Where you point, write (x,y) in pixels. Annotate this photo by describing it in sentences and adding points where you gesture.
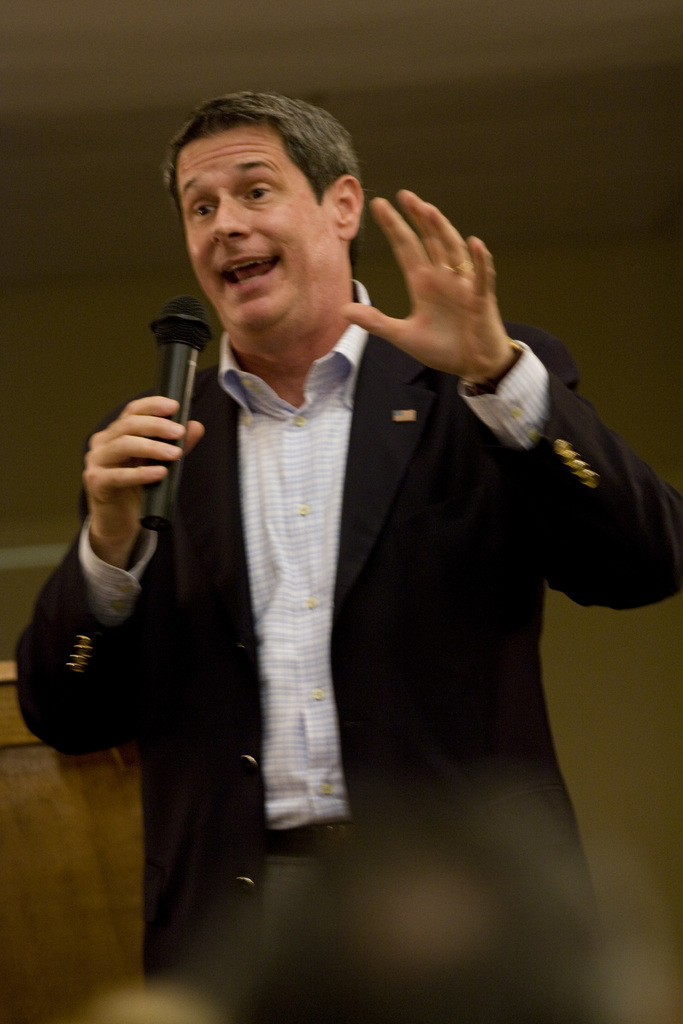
In this image there is a man (325,655) standing and speaking. He is holding a microphone (180,367) in his hand (156,450). In the background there is wall (600,288).
